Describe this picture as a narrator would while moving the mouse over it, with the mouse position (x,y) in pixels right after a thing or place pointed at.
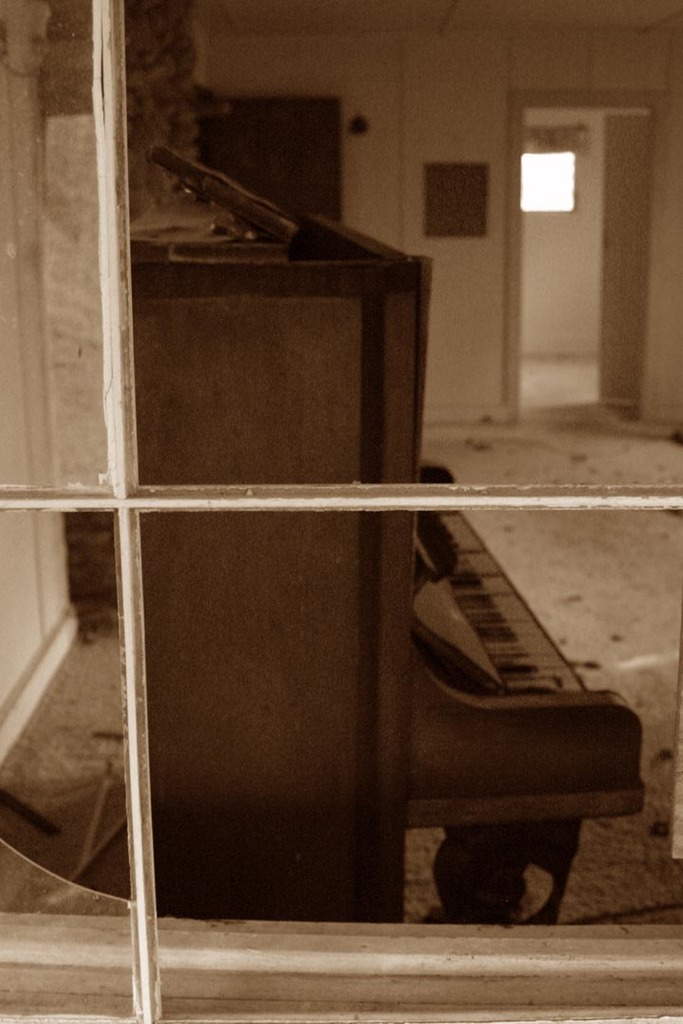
This picture is taken from the outside a window (132,512). Through the window (126,491) we can look into the room (531,409). In the room (594,472) there is a piano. The window glass (59,889) is broken. There is door (616,232) in the background (624,227).
